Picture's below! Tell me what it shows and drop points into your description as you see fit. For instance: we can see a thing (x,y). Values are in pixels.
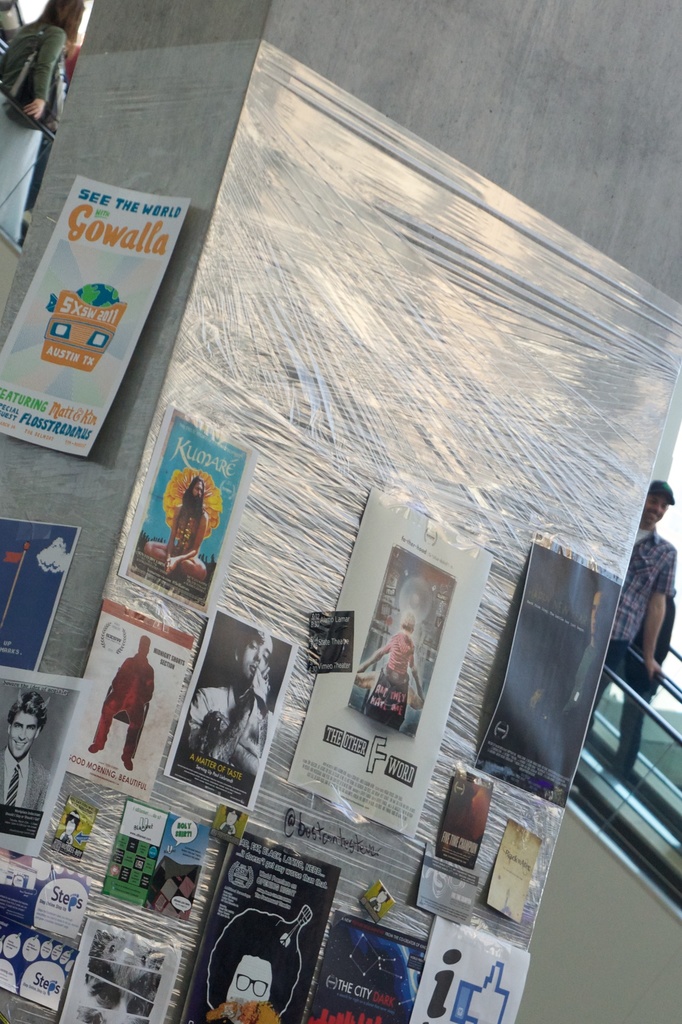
In the picture we can see a huge pillar (136,362) and we can see some papers (33,631) and some posters (344,993) are pasted on it and besides the pillar (236,10) we can see a man (650,499) standing on the escalator (666,782) near the railing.
